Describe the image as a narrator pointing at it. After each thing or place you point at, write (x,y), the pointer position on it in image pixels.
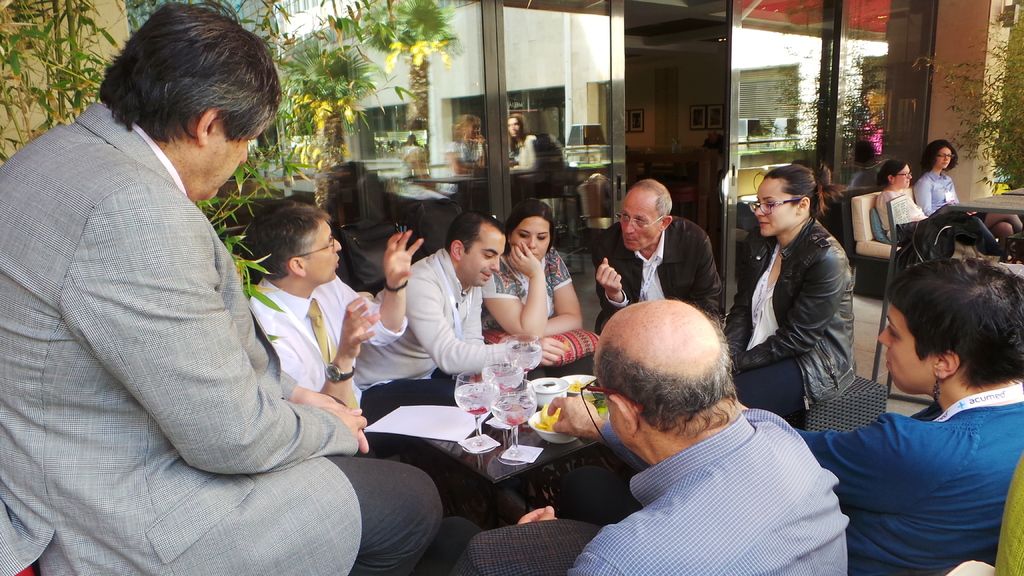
As we can see in the image, there are few group of people (628,272) sitting around table (537,491) on chairs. On table (522,437) there are glasses (522,412) and bowls (549,434). On the left side (86,39) there is a plant (46,49). On the right side (935,164) there are two women (921,186) sitting on chairs (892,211).
